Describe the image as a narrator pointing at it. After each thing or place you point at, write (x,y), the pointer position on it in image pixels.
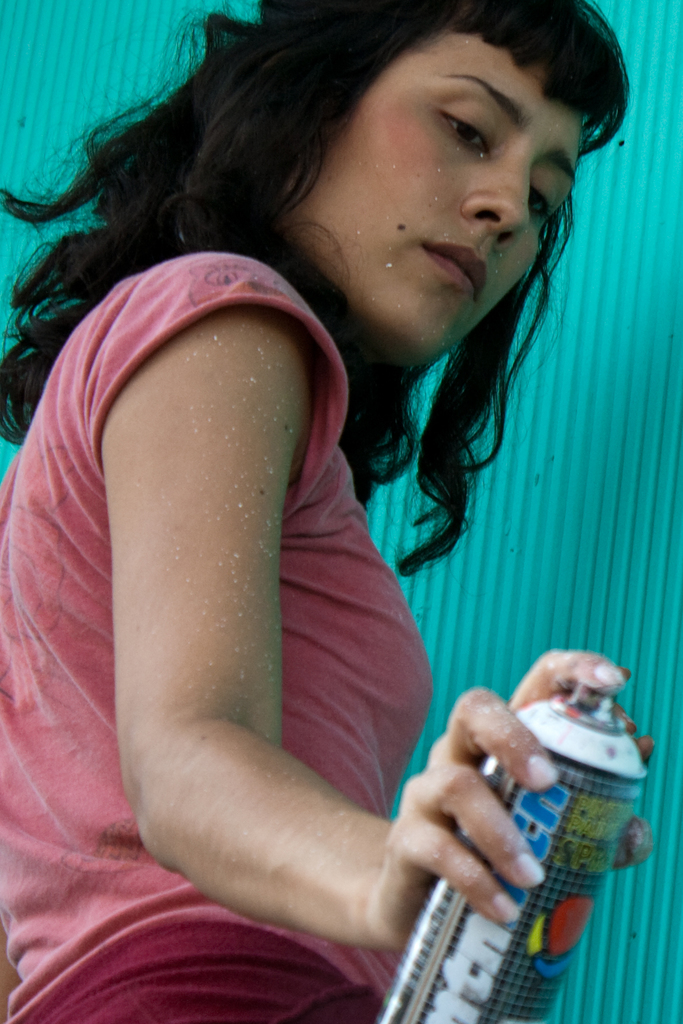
In this picture I can see a woman (326,154) holding a bottle (471,980).
